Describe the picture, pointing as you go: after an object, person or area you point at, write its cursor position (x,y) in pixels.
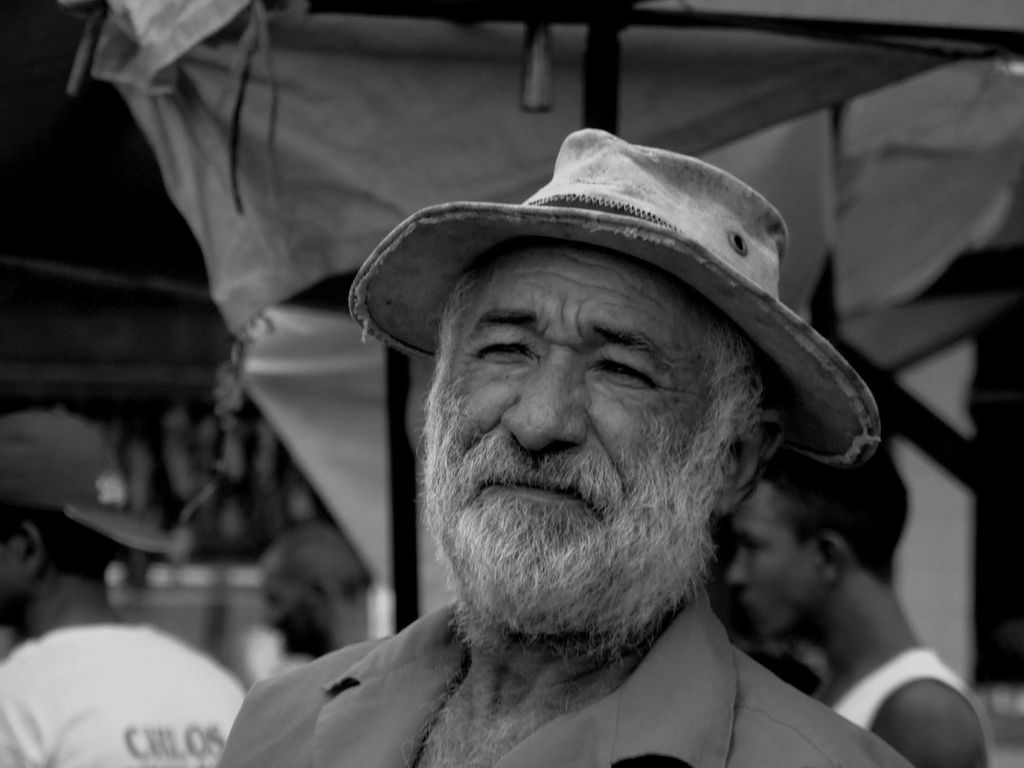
This is the black and white image and we can see a man (635,350) wearing a cap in the middle of the image (511,434) and there are few people (756,623). In the background (68,282), the image is blurred.
